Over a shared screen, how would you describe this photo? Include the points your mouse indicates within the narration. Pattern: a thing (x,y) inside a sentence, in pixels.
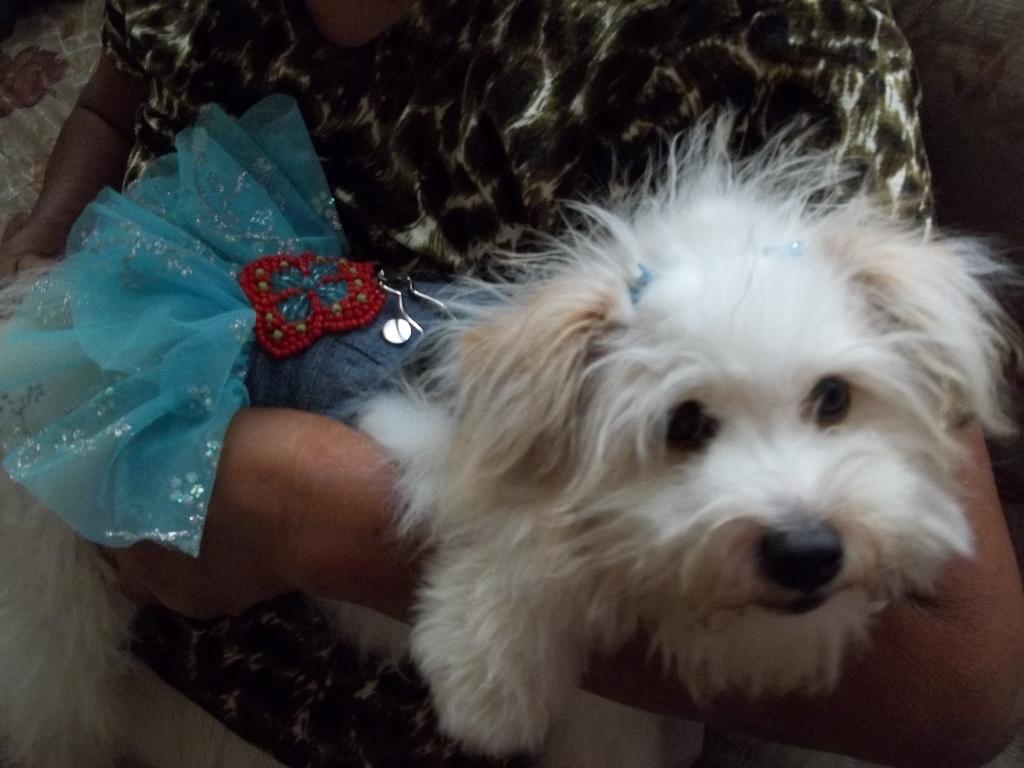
In the image I can see a dog (589,304) to which there is a costume (289,372) and also I can see a person hand (140,93).
